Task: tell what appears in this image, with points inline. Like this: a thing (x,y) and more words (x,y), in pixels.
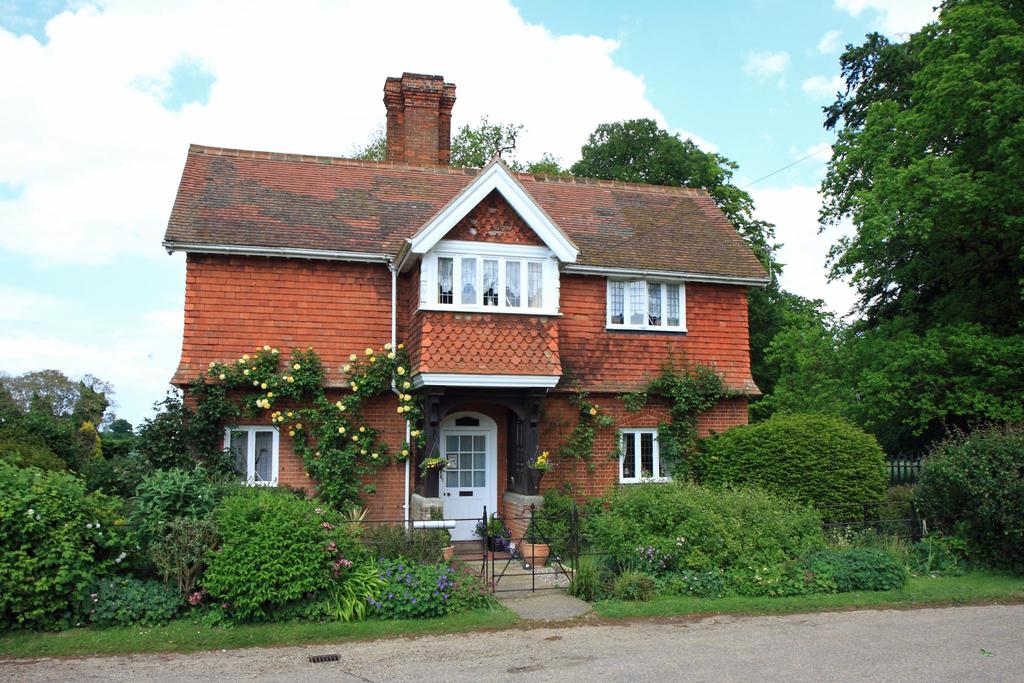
There is a duplex house (458,325) with brick wall (399,478), windows (609,302) and door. In front of the house (390,463) there are plants (761,503) and a gate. Near to the house (656,340) there are trees (729,197). In the background (335,80) there is sky (248,86). Also there is a road (687,659) in the front of the house (342,287).
